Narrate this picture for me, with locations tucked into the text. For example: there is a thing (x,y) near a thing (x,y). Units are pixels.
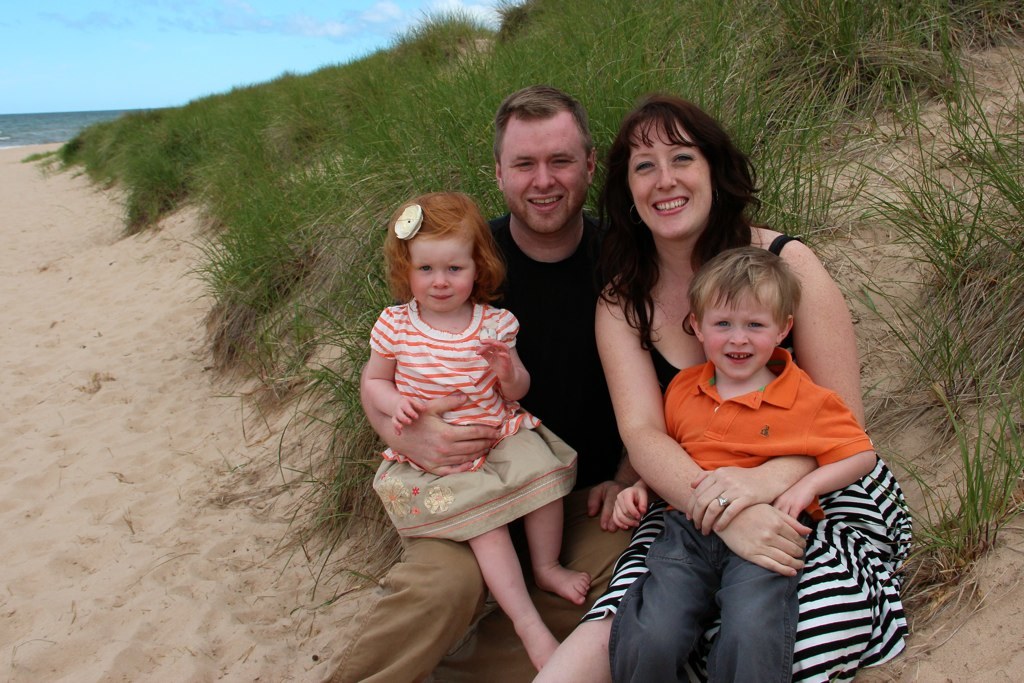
This is an outside view. Here I can see a man (567,333) and a woman (665,341) are sitting on the ground (953,495), smiling and giving pose for the picture. Both are carrying the children (494,461) in their hands (739,487). The children (480,459) also smiling and looking at the picture. At the back of these people (552,98), I can see the grass (325,127). On the left side (102,522) I can see the sand (186,533). It seems like a beach (63,177). At the top of the image (162,46) I can see the sky (125,39) and clouds (323,19). In the background (59,123) it seems to be the water (42,120).
